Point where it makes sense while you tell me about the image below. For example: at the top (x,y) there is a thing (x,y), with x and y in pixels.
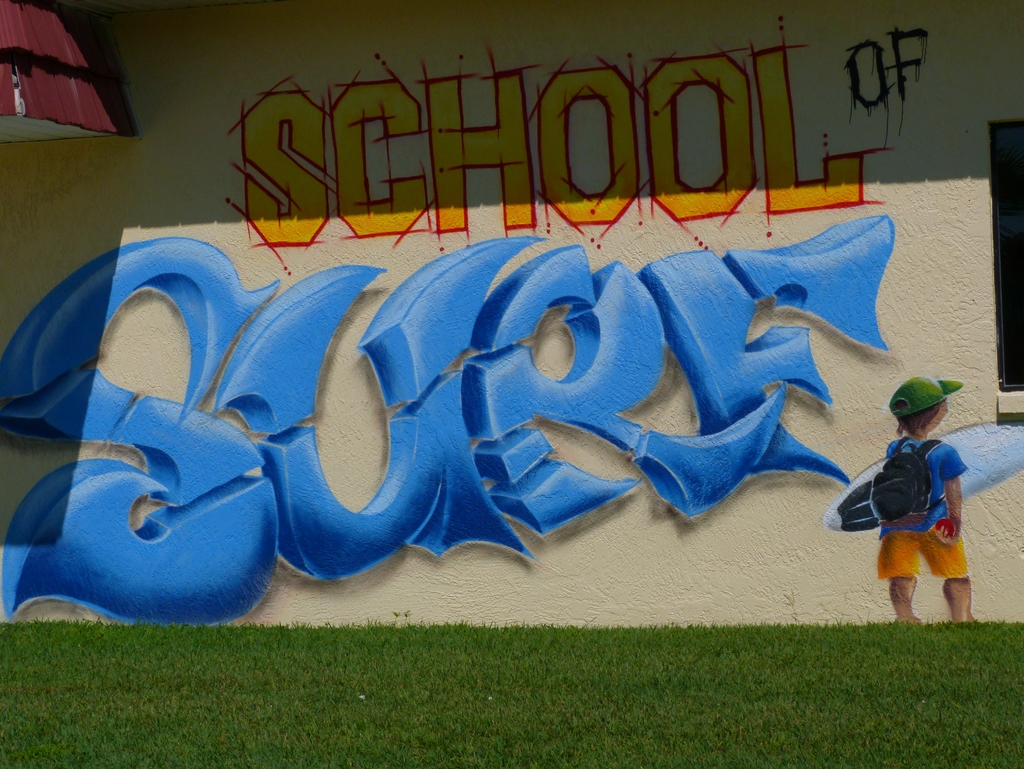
In this image, we can see the wall (257,338) with some painting (599,394). We can see the ground (546,640) with some grass (697,676). We can also see a black colored object (1002,372) on the right (1002,246).
